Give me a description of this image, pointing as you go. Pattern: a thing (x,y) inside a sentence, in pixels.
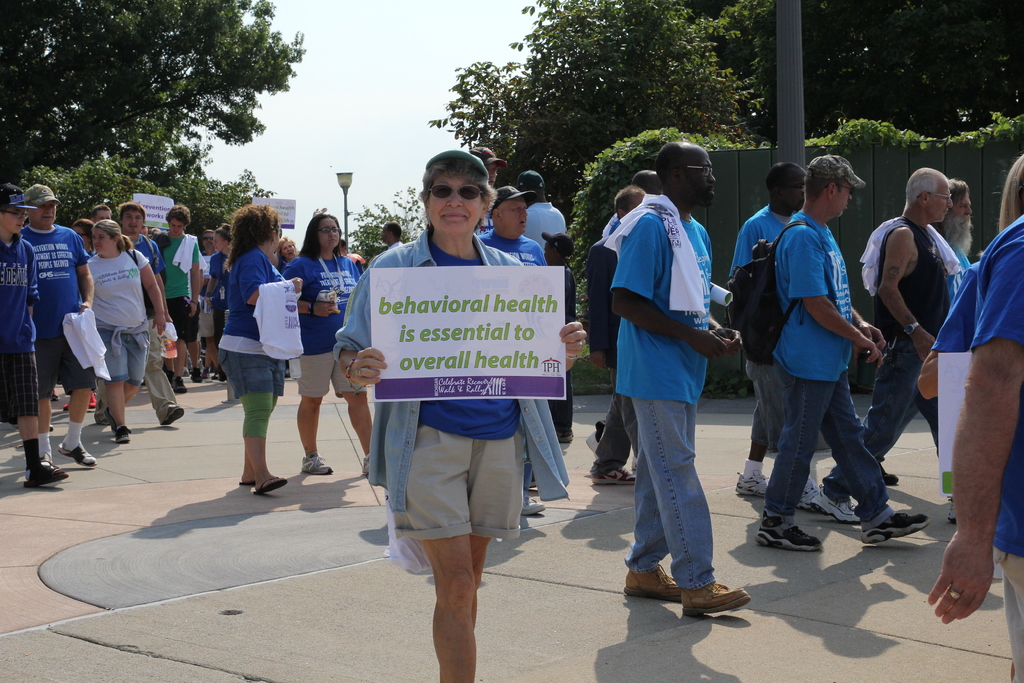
In this image I can see some people (678,250). I can see a person (466,451) holding a board (458,329) with some text (443,336) written on it. In the background (277,172), I can see the trees (564,89) and the sky (350,68).
